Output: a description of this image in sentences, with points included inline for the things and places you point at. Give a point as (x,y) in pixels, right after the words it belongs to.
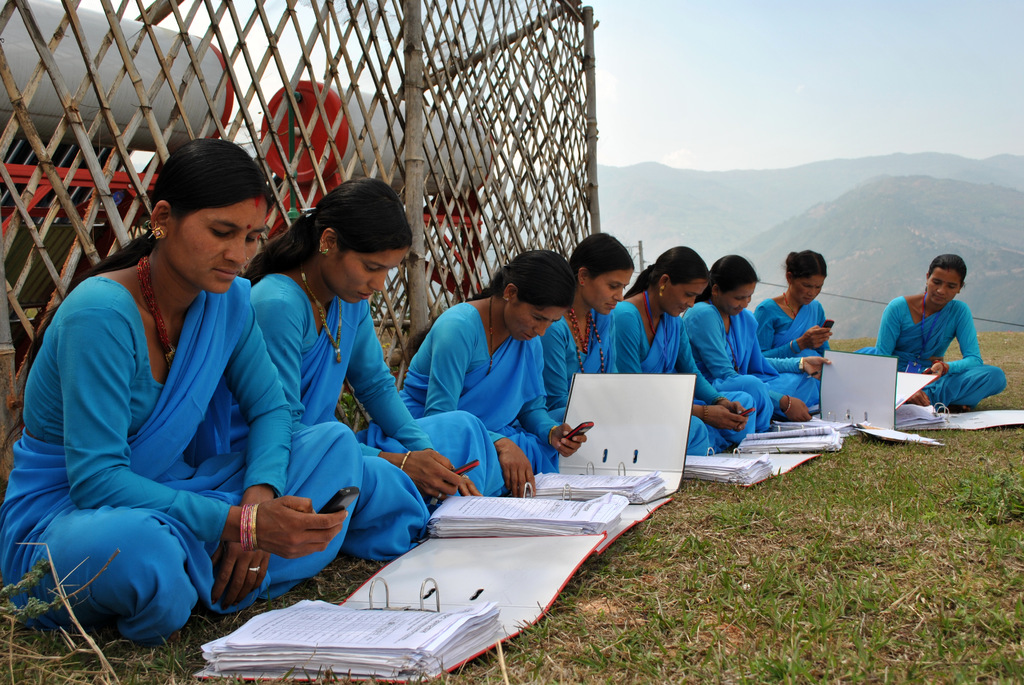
In this image we can see eight ladies (182,416) are sitting on floor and they are wearing blue color dress (267,431) and holding mobiles (565,436) in their hand (826,360). In front of them files (661,504) are present. Behind them one wooden fence (209,111) is there, behind the fence (70,117) one machine (68,162) is kept. To the right side of the image (927,168) we can see so many mountains (855,172).
